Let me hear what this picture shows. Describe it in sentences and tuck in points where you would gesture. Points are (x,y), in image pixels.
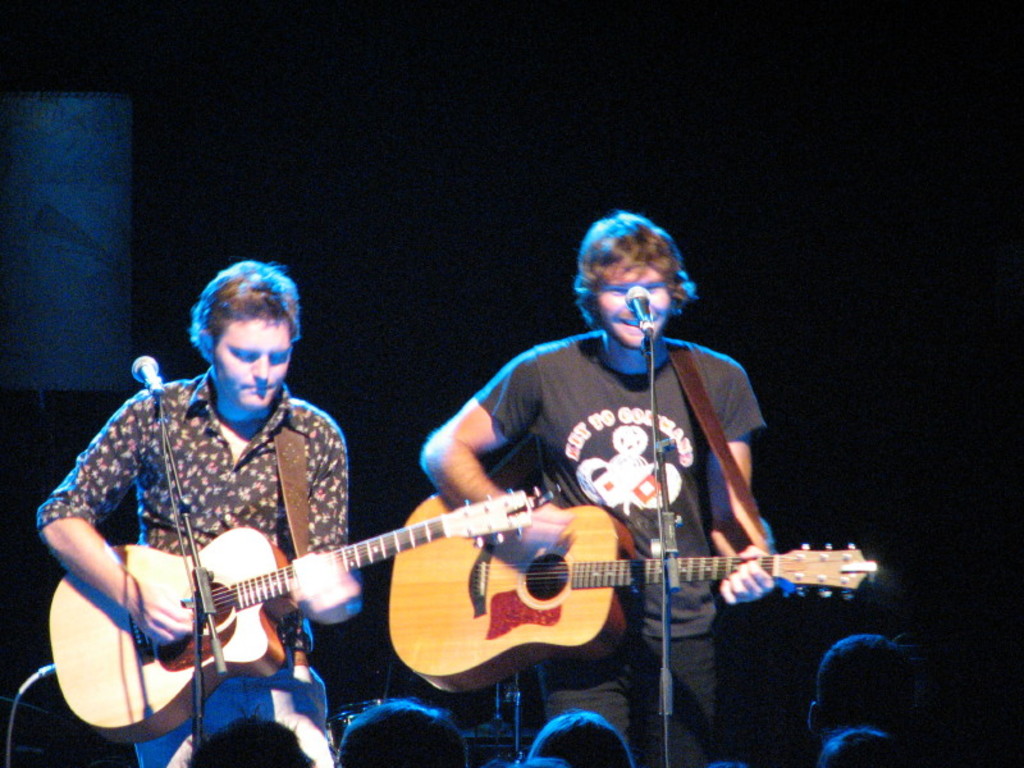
In this image, Two peoples (558,380) are standing and they are playing a guitar (261,559) in-front of microphones (156,373). There is a stand (194,609), wires (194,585). And at the bottom (552,737), human heads (277,744) we can see.
